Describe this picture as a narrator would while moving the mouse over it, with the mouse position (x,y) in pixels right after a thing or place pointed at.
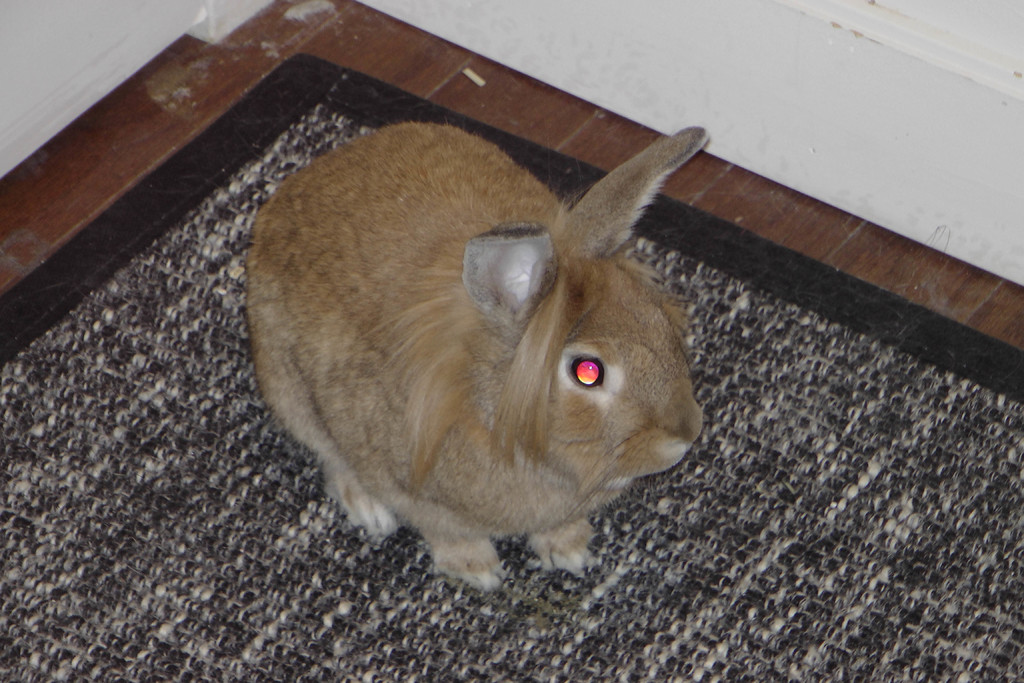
In this image there is a rabbit (385,279) standing on the mat (617,570). In the background of the image (631,13) there is a wall (809,89).
